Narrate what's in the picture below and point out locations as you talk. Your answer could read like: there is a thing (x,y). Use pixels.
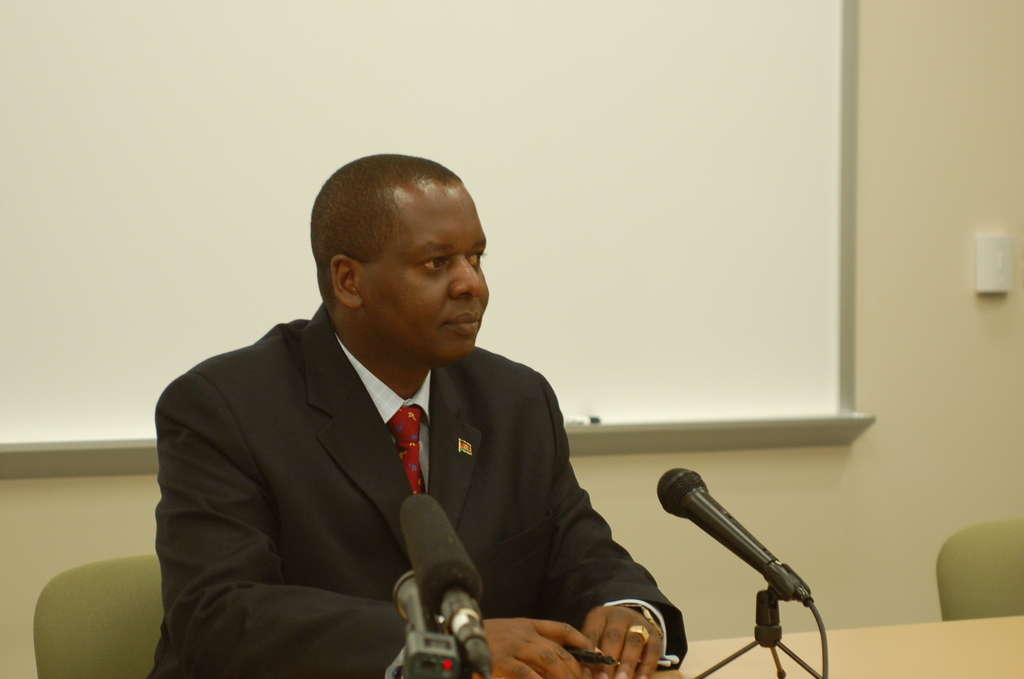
In the picture we can see a man (465,531) sitting near the desk (700,655), he is in a blazer (294,645), tie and shirt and on the desk (726,655), we can see two microphones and in the background (158,186) we can see a part of the white board (715,350).
